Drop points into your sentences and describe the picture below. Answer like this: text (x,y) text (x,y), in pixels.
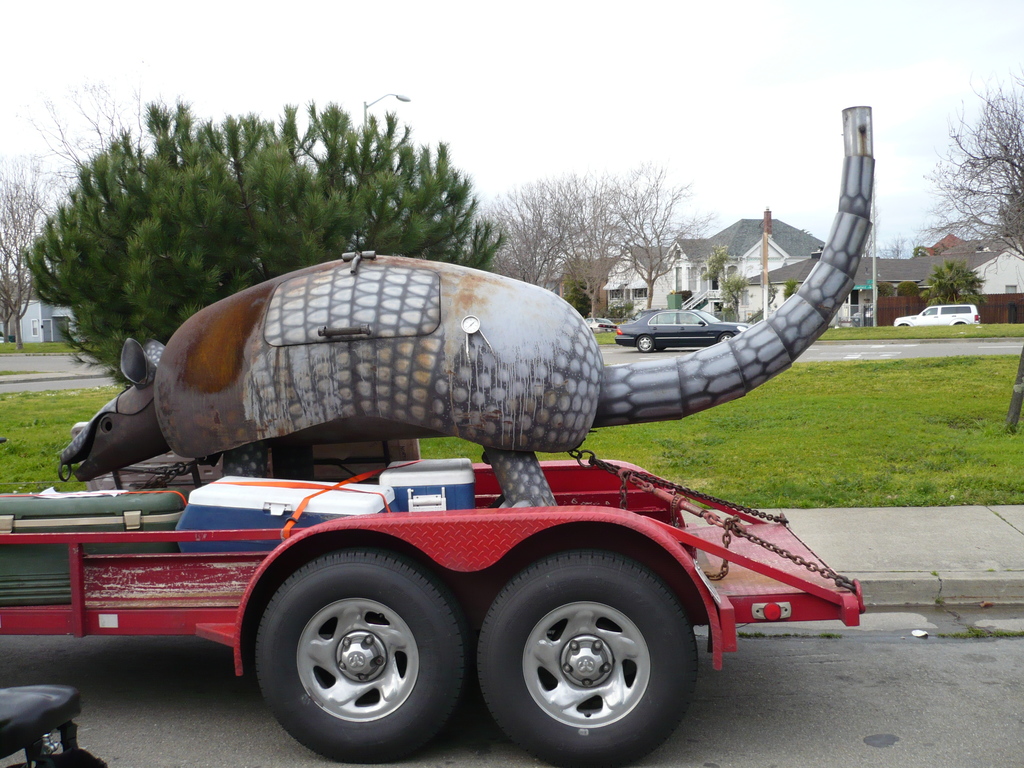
In this picture there is a iron animal statue (177,381) placed on the red color towing truck (384,615). Behind there is a green field (650,428) and some trees (295,268). In the background (618,299) there is a shed house (673,281) and dry trees (581,255).
